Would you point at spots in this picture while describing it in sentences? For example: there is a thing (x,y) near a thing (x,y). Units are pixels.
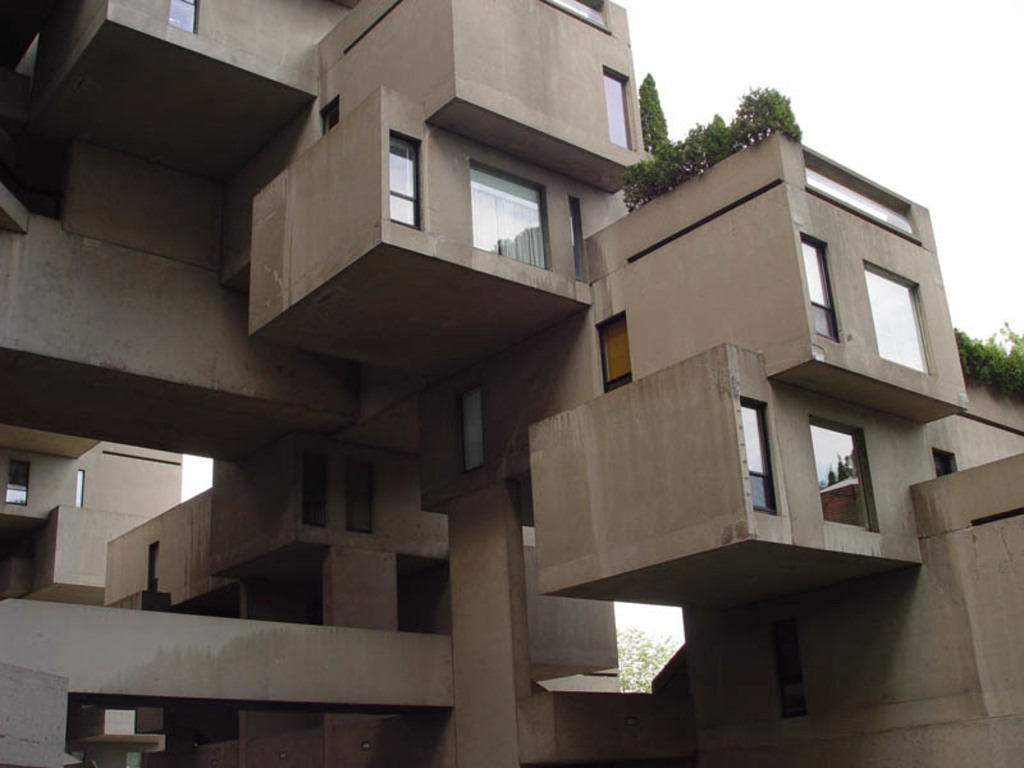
In this image we can see a building (409,408), we can see a house plant (724,139), building (412,175) having a window (410,185).
